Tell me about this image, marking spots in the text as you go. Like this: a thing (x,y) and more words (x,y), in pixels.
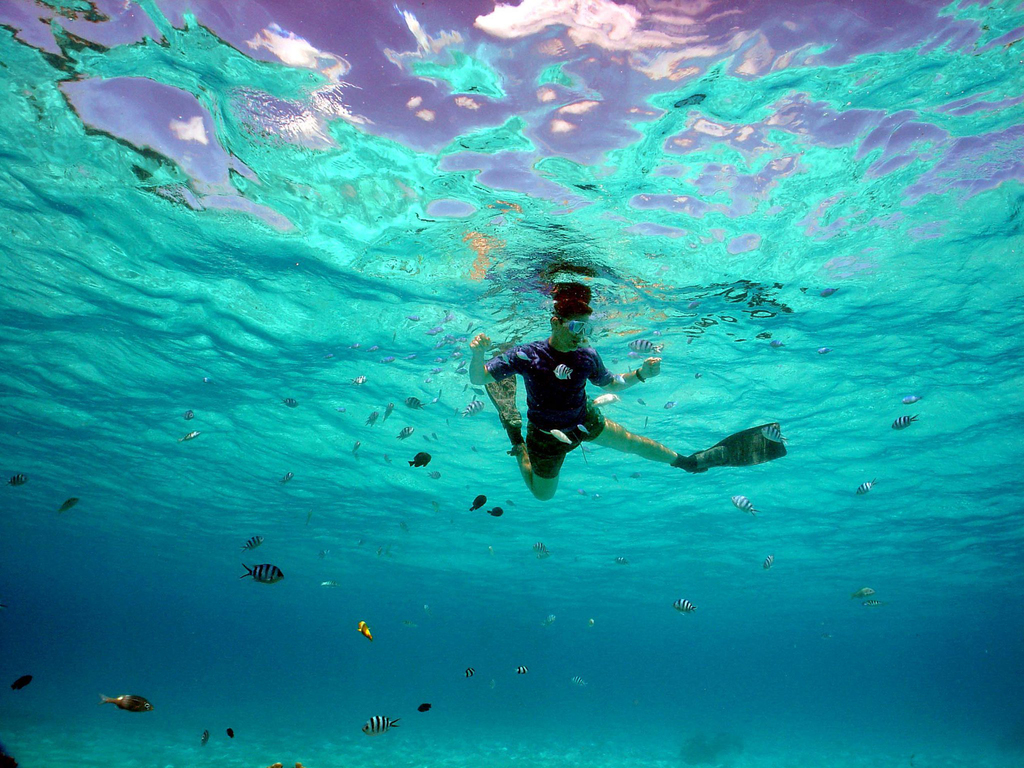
In this image we can see fishes (764,427) and the person (748,435) under the water (544,568).
